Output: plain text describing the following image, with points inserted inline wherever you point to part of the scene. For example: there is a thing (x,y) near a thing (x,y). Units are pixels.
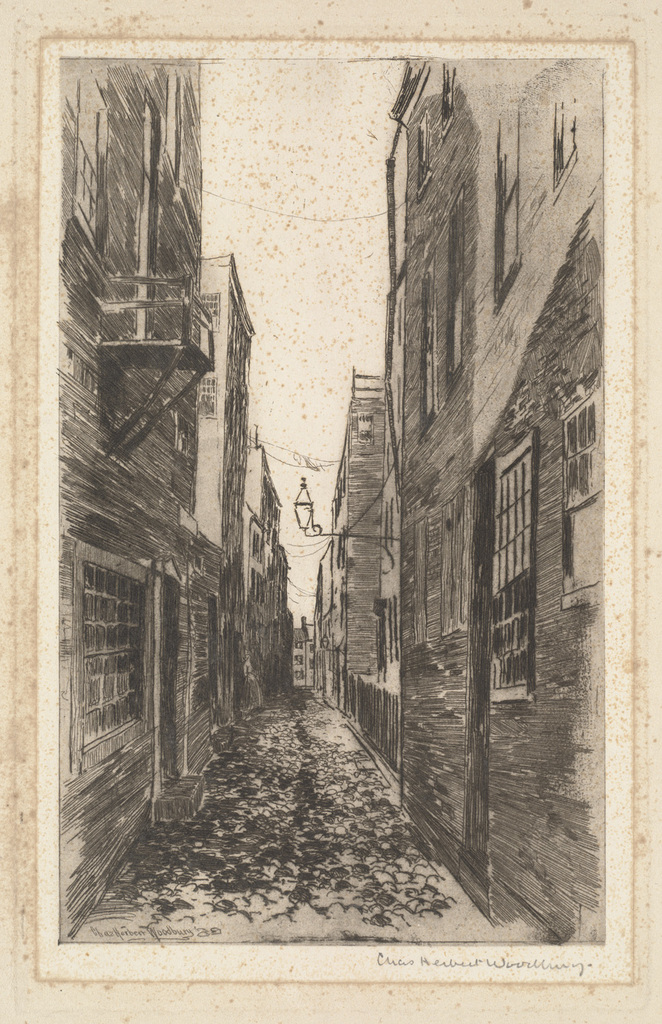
This is an edited image. In the center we can see there are some objects (281,817) on the ground (360,862) and on both the sides we can see the buildings (455,581) and we can see a lamp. In the background (383,141) we can see the sky (379,271). In the bottom right corner (506,971) we can see the text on the image.
